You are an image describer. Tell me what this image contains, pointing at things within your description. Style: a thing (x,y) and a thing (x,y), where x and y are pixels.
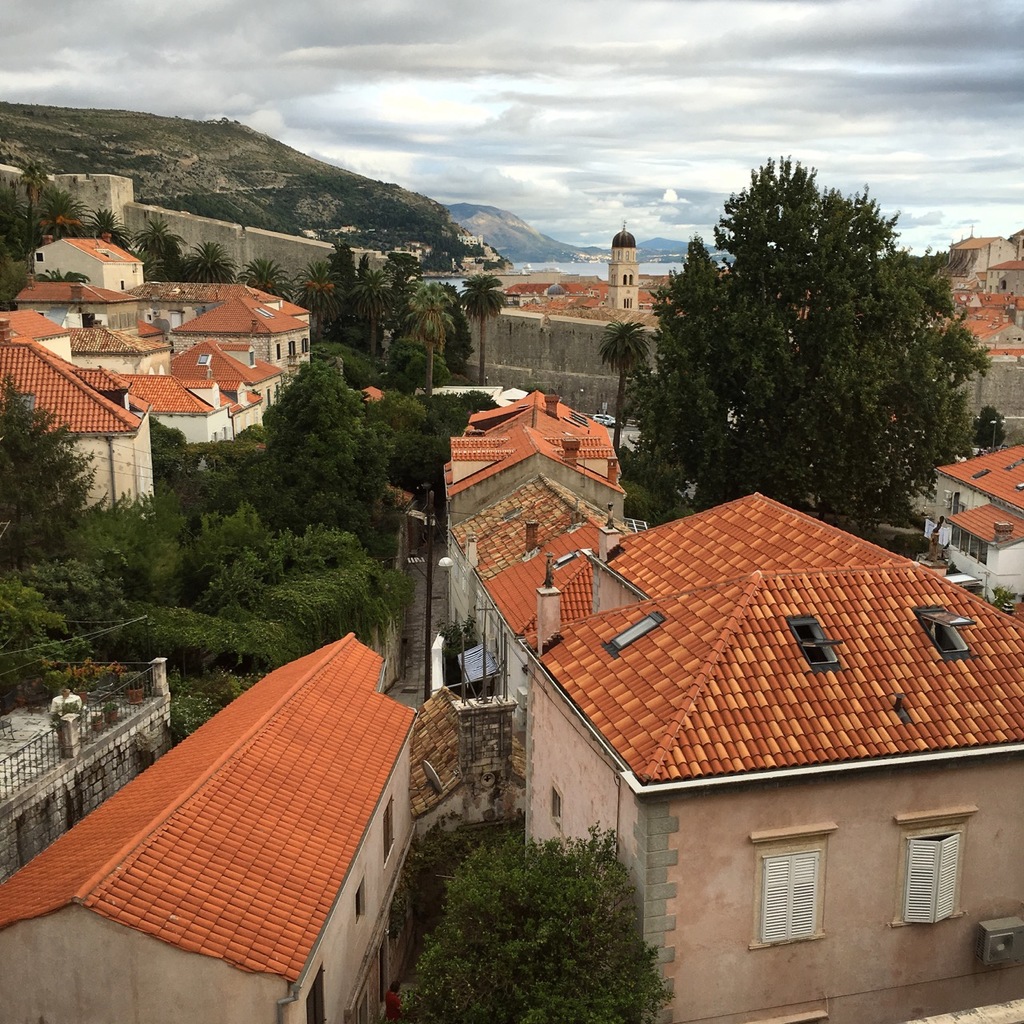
In this picture there are few houses (526,487), trees (793,403) and mountains (454,235) and the sky (502,83) is cloudy.
